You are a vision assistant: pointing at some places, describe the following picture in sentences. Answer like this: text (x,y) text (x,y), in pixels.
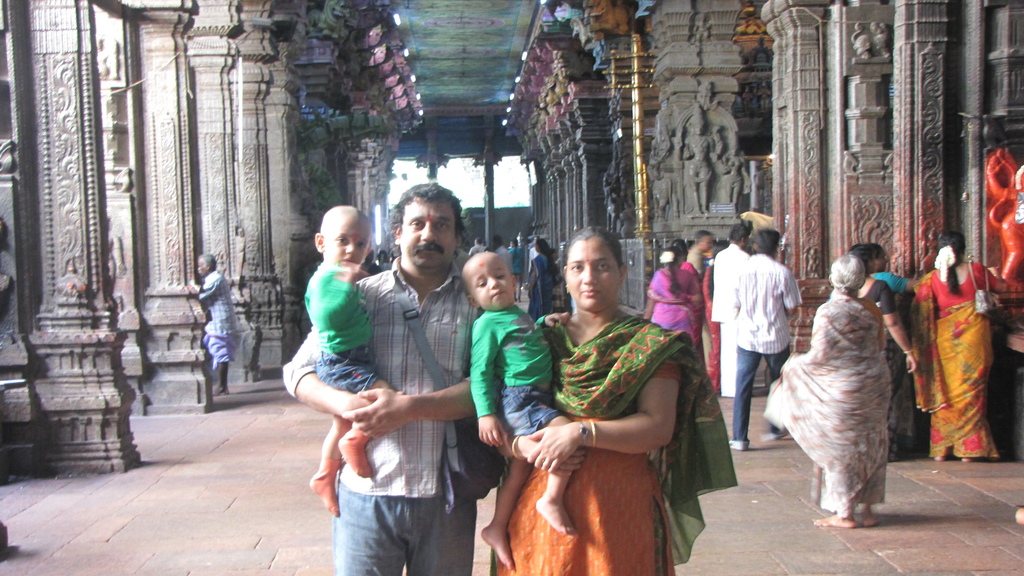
This image is taken in a Temple (574,167). At the bottom of the image (188,519) there is a floor (270,505). At the top of the image (465,34) there is a ceiling (441,45). On the left side of the image (152,184) there are many pillars (151,275) with carvings (73,401) and sculptures (354,40) and a man (214,356) is standing on the floor (214,409). In the background (830,141) there are a few walls (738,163) and pillars (882,237) with carvings (872,167) and many sculptures (695,167). There is a pole (635,136). There is a board (722,207) with the text (721,209) on it. Many people (540,241) are walking on the floor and a few (693,280) are standing. In the middle of the image (466,328) a man (435,353) and a woman (559,398) are standing on the floor (482,525) and they are holding two kids (541,406) in their hands (550,423). On the right side of the image (979,280) there is a sculpture (999,243) and a few women (884,354) are standing on the floor (911,475).
